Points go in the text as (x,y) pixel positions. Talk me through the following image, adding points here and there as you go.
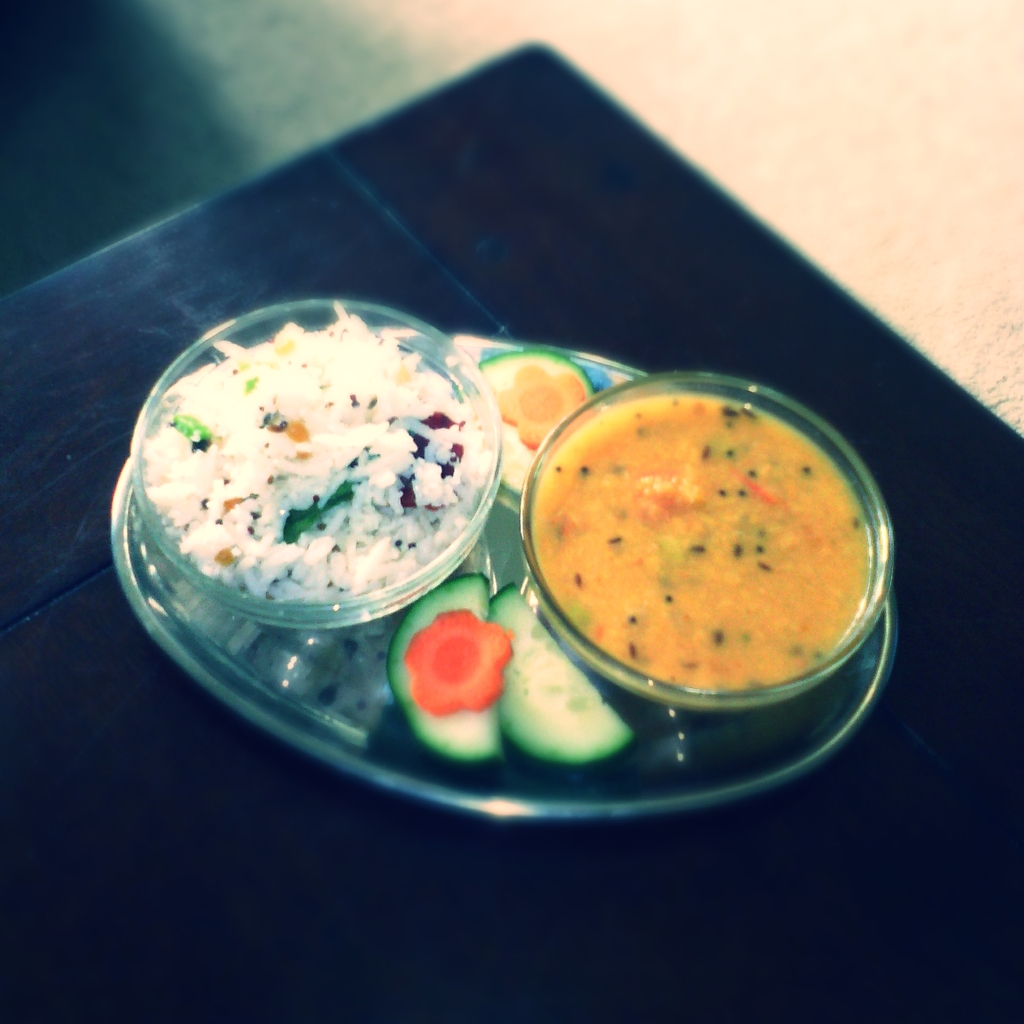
This image consists of food (625,499) which is on the plate (522,575) in the center (410,555).
